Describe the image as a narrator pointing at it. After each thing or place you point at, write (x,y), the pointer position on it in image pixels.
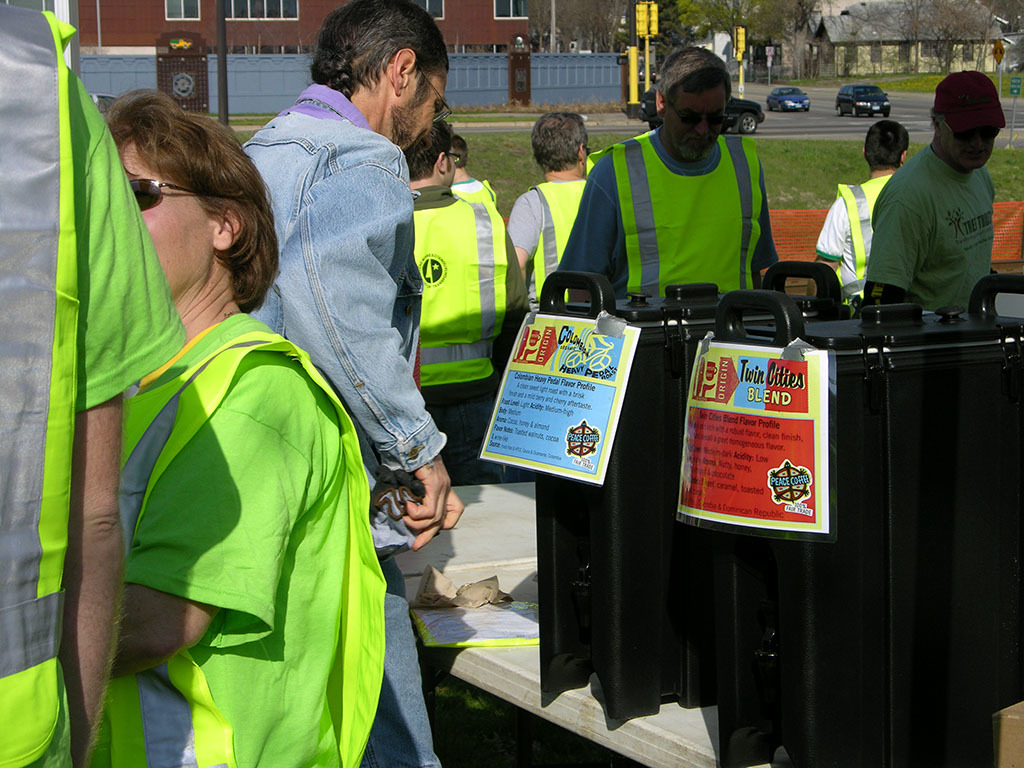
In this image there is a table (517,691) in the middle (621,506) on which there are two black boxes (688,580). Around the table (503,691) there are few people (324,460) standing on the floor (494,713) who is wearing the green colour jacket (642,226). In the background (812,111) there is a road (785,113) on which there are three cars (800,108). Beside the road (809,94) there are traffic signal lights (636,33). In the background (467,8) there are buildings (510,12) with the windows (270,1). On the ground (808,148) there is grass (822,177).
